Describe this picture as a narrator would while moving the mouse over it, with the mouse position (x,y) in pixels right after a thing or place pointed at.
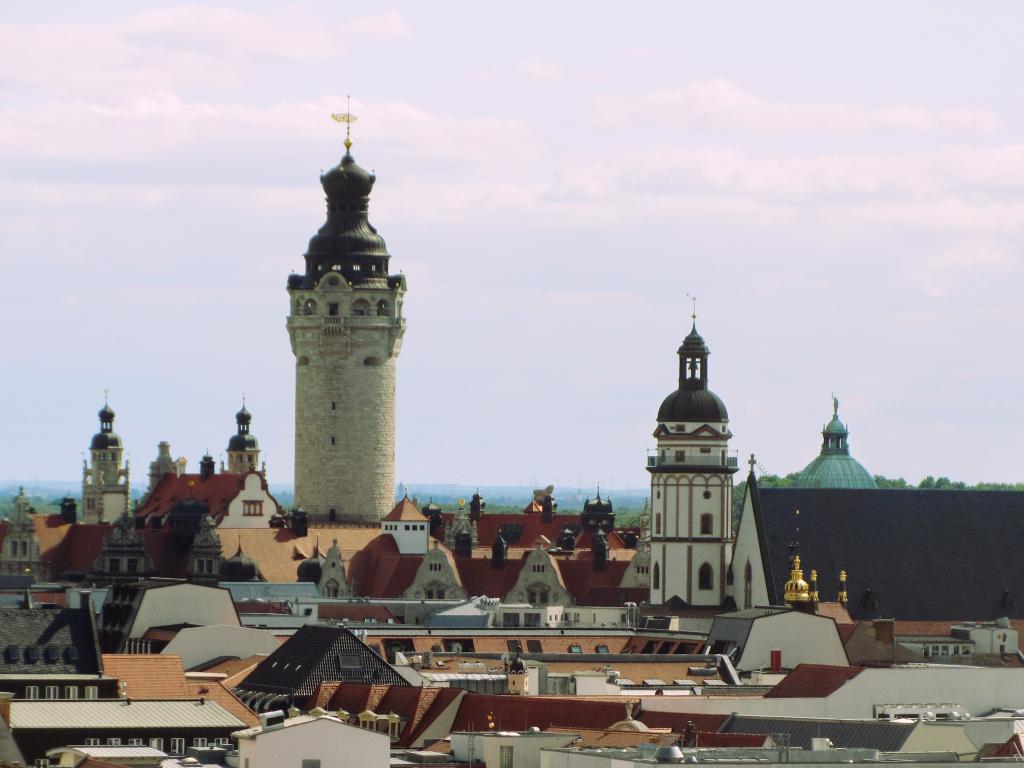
This picture is clicked outside. In the foreground (95,681) we can see the houses (500,579) and in the center (658,478), we can see the towers (368,342). In the background (1013,293), we can see the sky (552,235) and we can see many other items (64,492) and the buildings (303,511).
